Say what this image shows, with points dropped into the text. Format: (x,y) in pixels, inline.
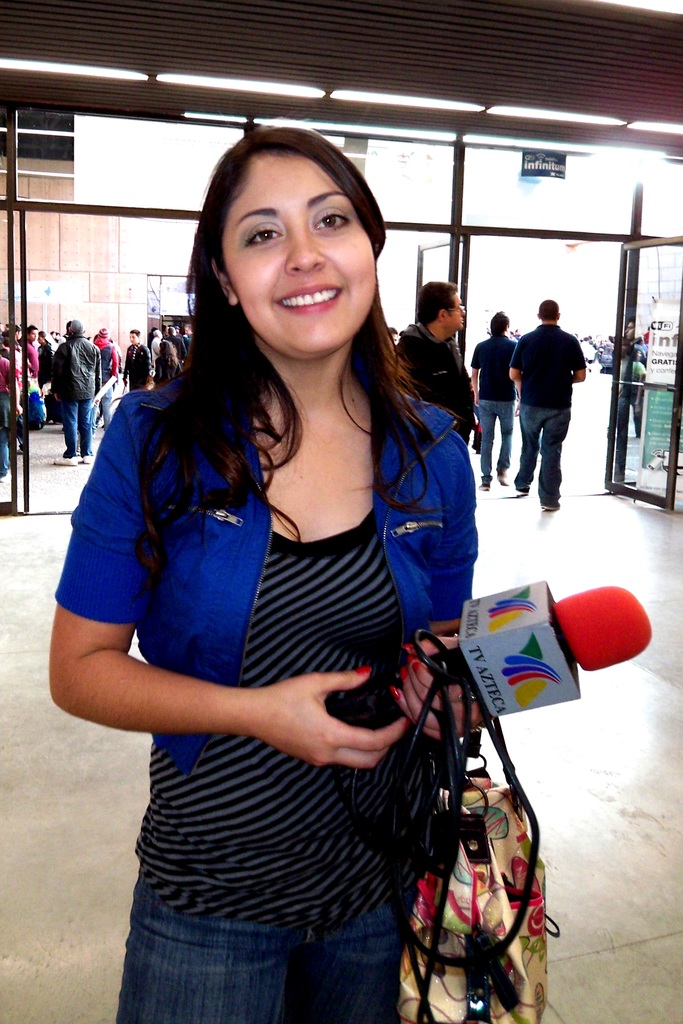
In the image there is a lady (227,830) standing. And she is holding mic (632,655) with wires (449,736) and also there is a bag (491,1012) in her hand (461,727). Behind her there are few people (524,364) standing and also there are glass doors (627,245) and posters (668,332). At the top of the image (543,116) there are lights (649,125).
